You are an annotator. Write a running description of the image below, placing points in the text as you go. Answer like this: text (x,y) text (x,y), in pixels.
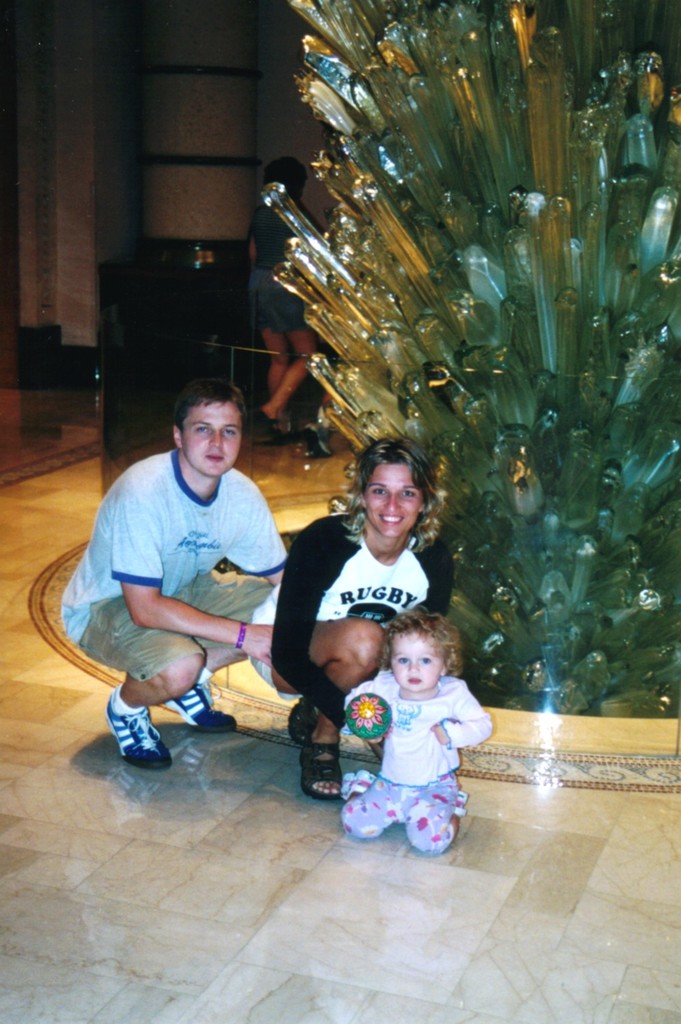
In this picture, we see a man (211,587) and the women (293,635) are in squat position. Beside them, we see a baby girl (405,719) is holding a green color object (384,729) in her hands (376,740). Behind them, we see an artificial tree (471,465). Behind that, we see the woman (293,320) in blue dress (266,291) is standing. In the background (160,197), we see a brown wall (189,176).
